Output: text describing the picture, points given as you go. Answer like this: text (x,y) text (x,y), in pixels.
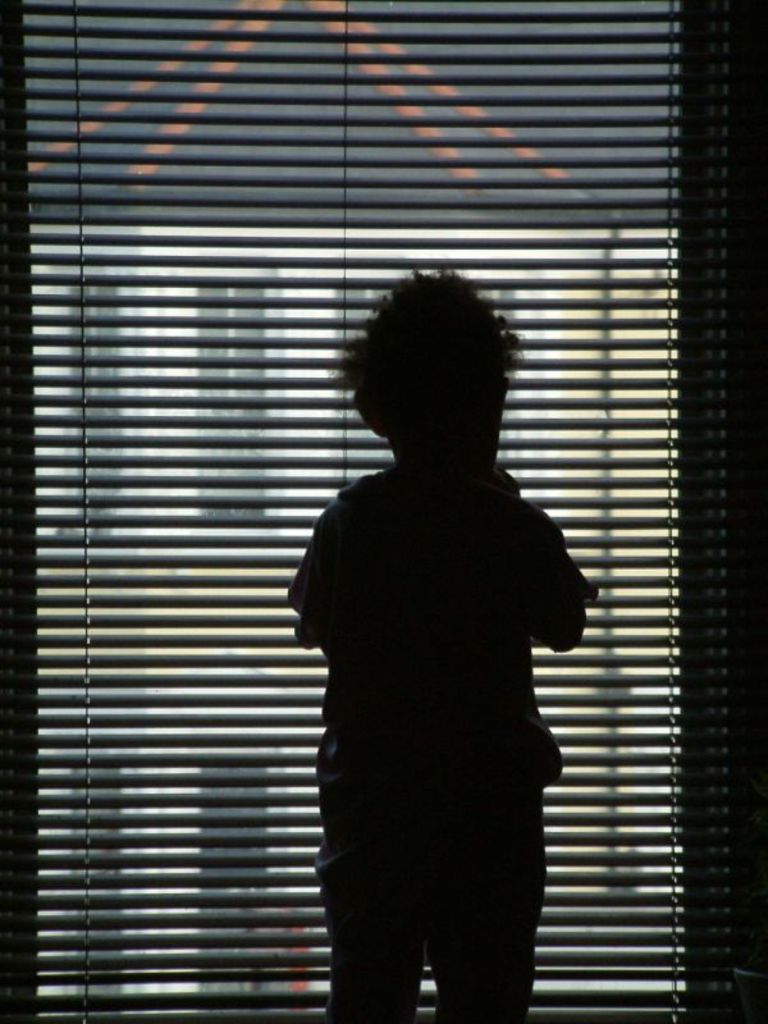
In this image we can see a boy (454,652) standing. In the background (560,818), we can see window blinds (200,325).
